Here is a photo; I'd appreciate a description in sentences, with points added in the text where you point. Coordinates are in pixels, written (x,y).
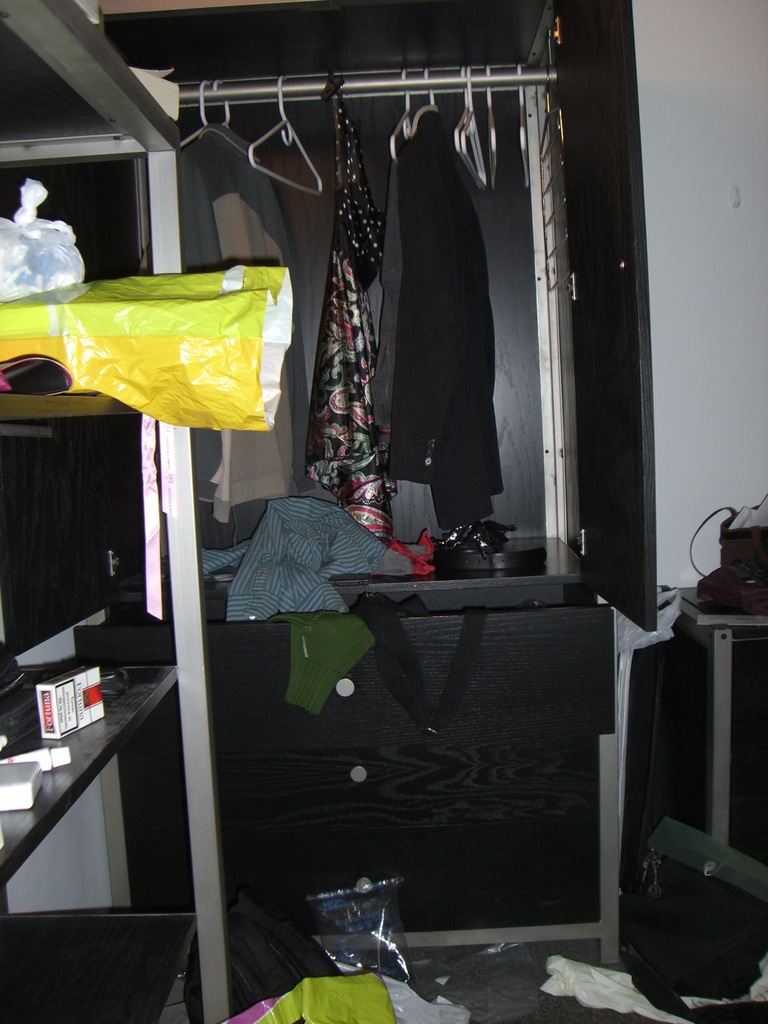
There is a rack (141,958) on the left side of the image (137,382), there is plastic bag (232,416) and other items (83,708), there are polyethylene (395,978) and a bag (267,937) at the bottom side (377,955) and there are clothes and hangers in wardrobe (512,459) in the background area (418,244), it seems like a desk (701,603) on the right side (694,598), on which there is a bag (742,560).
